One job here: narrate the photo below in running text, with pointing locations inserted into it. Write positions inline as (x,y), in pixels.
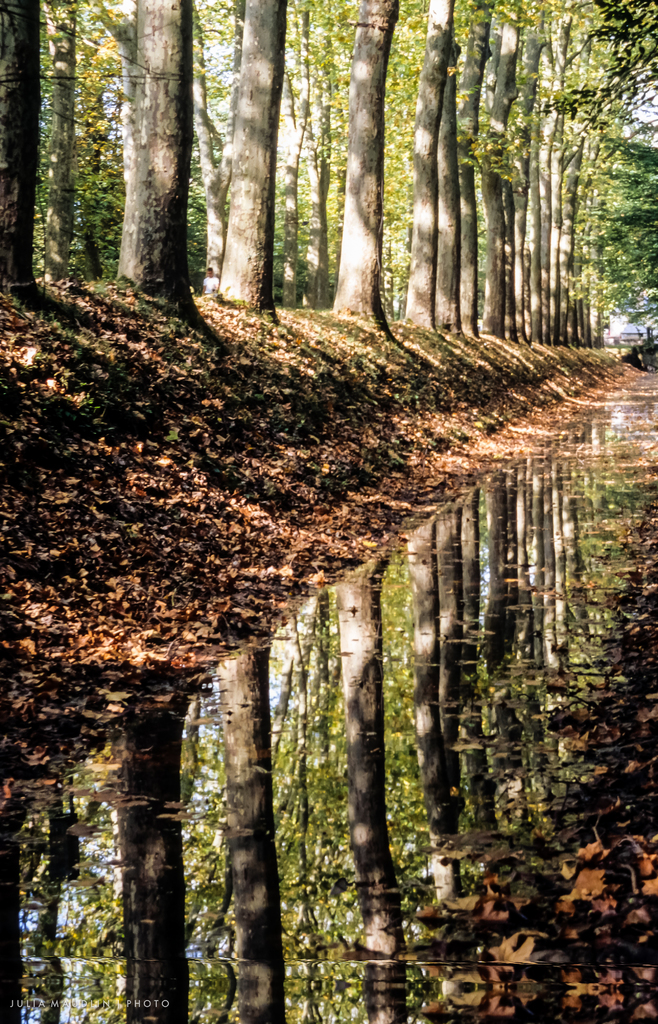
In the image there is a small canal (399,611) in the middle (432,621) with trees (142,201) on the left side of it on the land (197,492) covered with dry leaves (319,480).
